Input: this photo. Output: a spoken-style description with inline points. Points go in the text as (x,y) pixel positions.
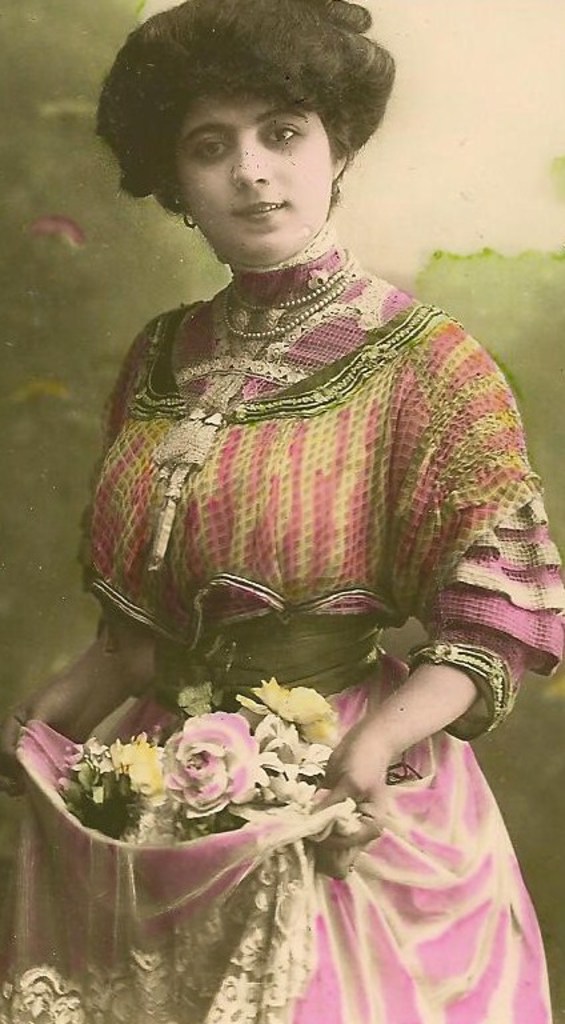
In this image, I think this is a painting. I can see a woman (333,605) standing and smiling. She is holding a cloth (84,905) with the flowers (146,799) in it. The background (68,473) looks blurry.
